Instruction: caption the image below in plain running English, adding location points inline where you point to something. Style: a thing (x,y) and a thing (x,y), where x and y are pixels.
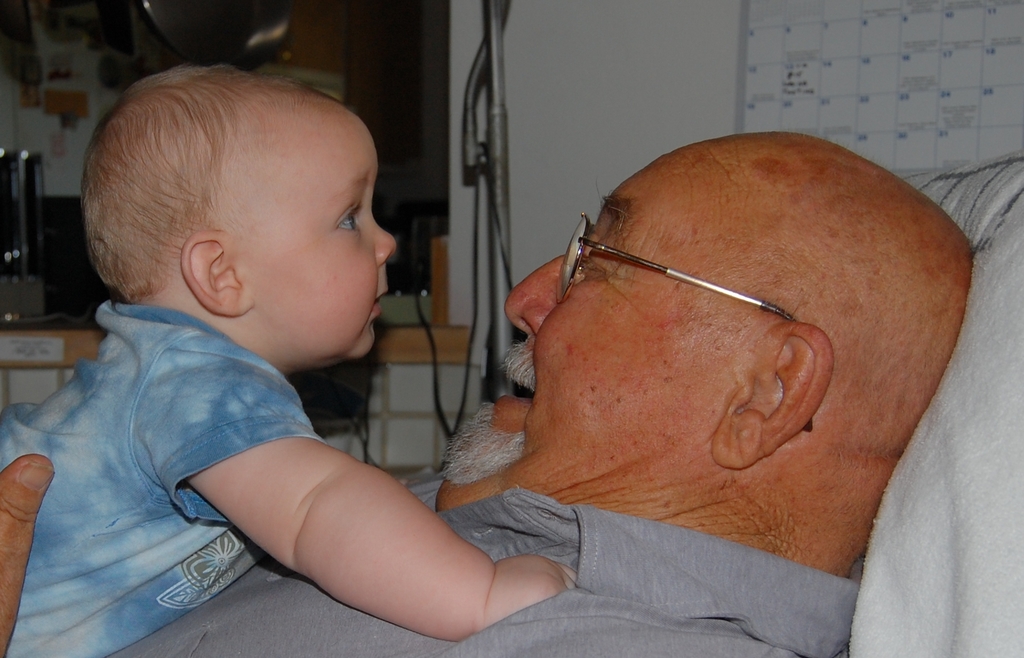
In this image I can see an old man (759,501) is looking at the baby (399,529), on the left side (236,515) there is a baby (358,531), this baby (251,497) wore t-shirt (159,481).
